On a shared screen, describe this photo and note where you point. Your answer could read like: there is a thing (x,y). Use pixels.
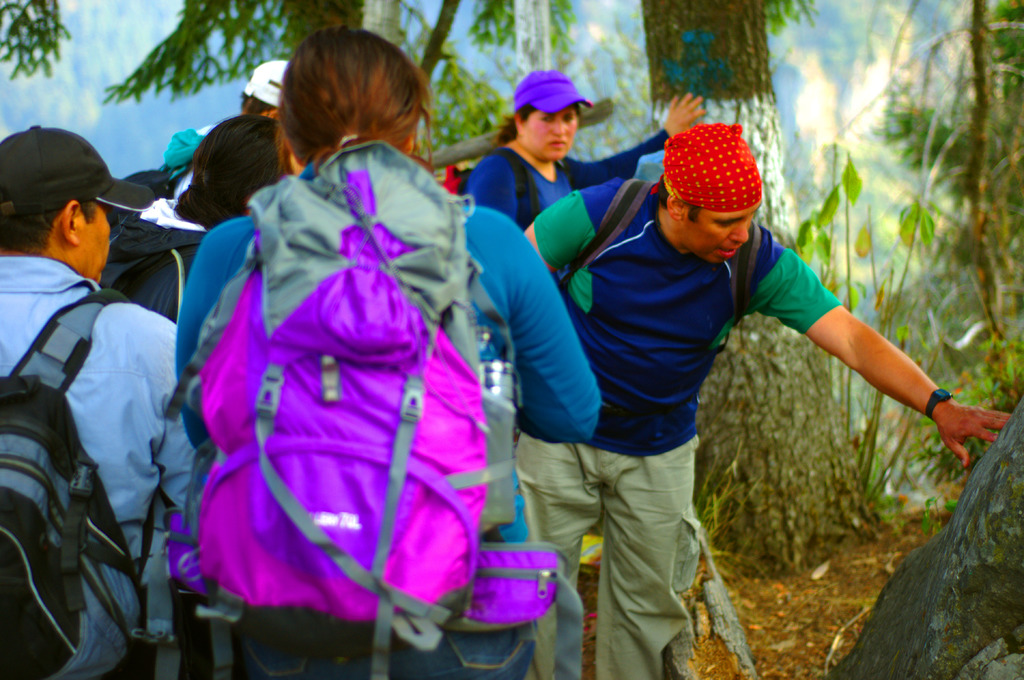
There is one person (400,84) standing and wearing a backpack (321,411) as we can see in the middle of this image (393,344). We can see other persons (197,227) in the background (607,277). There are trees (902,222) on the right side of this image (909,255).
